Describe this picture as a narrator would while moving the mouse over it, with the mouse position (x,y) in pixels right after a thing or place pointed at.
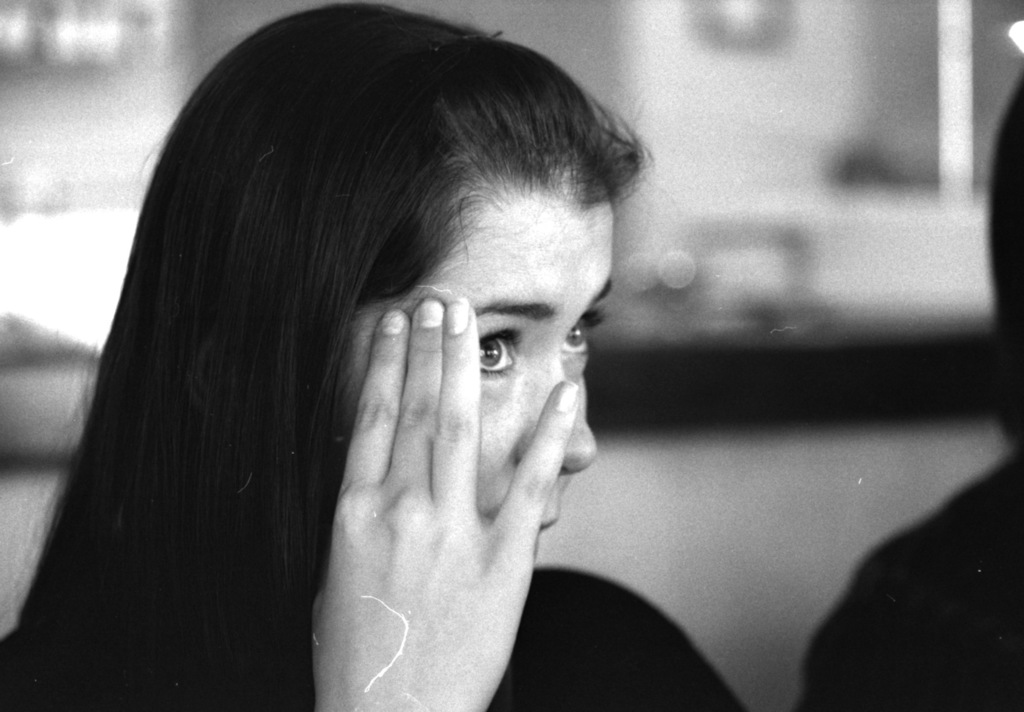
In this image I can see a woman (168,151) and on the right side of this image (997,398) I can see a black colour thing (951,515). I can also see this image is black and white in colour.
